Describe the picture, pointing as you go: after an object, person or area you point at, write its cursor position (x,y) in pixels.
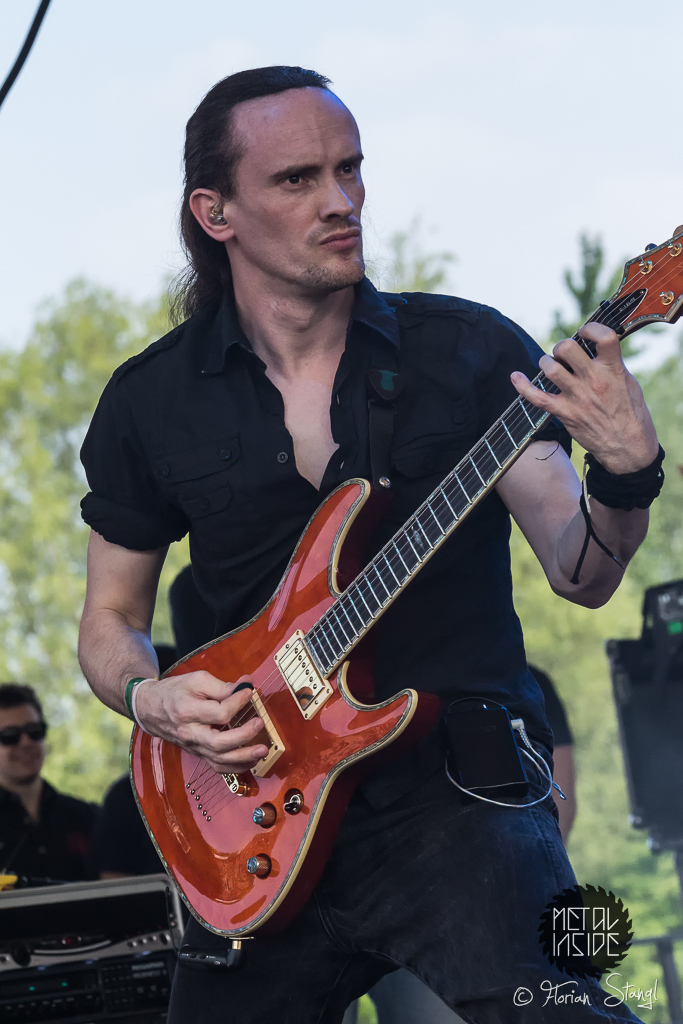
In this image i can see a man (376,649) is playing a guitar (407,583) in his hands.
